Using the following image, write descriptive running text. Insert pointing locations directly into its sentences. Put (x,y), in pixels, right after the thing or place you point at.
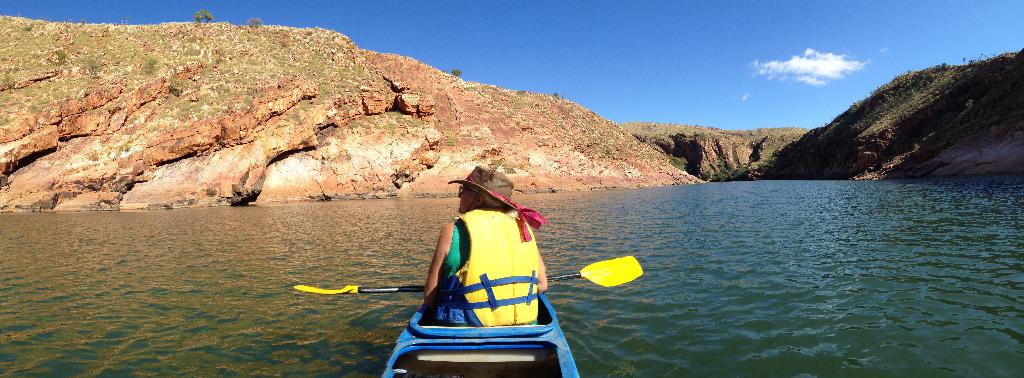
In this image we can see a person (471,298) sitting on the boat (438,362), there are trees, mountains (327,31), also we can see the sky (740,74), and the river (690,215).
